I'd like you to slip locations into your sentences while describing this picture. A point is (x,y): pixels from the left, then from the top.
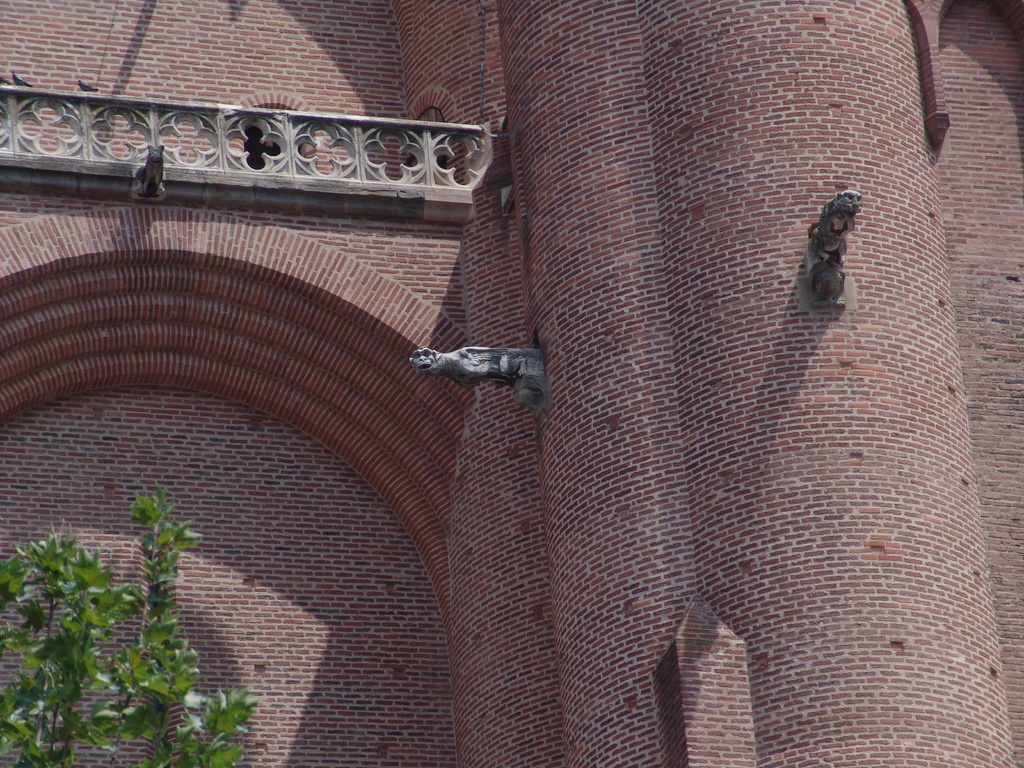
This picture shows a building (817,144) and we see a tree (98,590).
